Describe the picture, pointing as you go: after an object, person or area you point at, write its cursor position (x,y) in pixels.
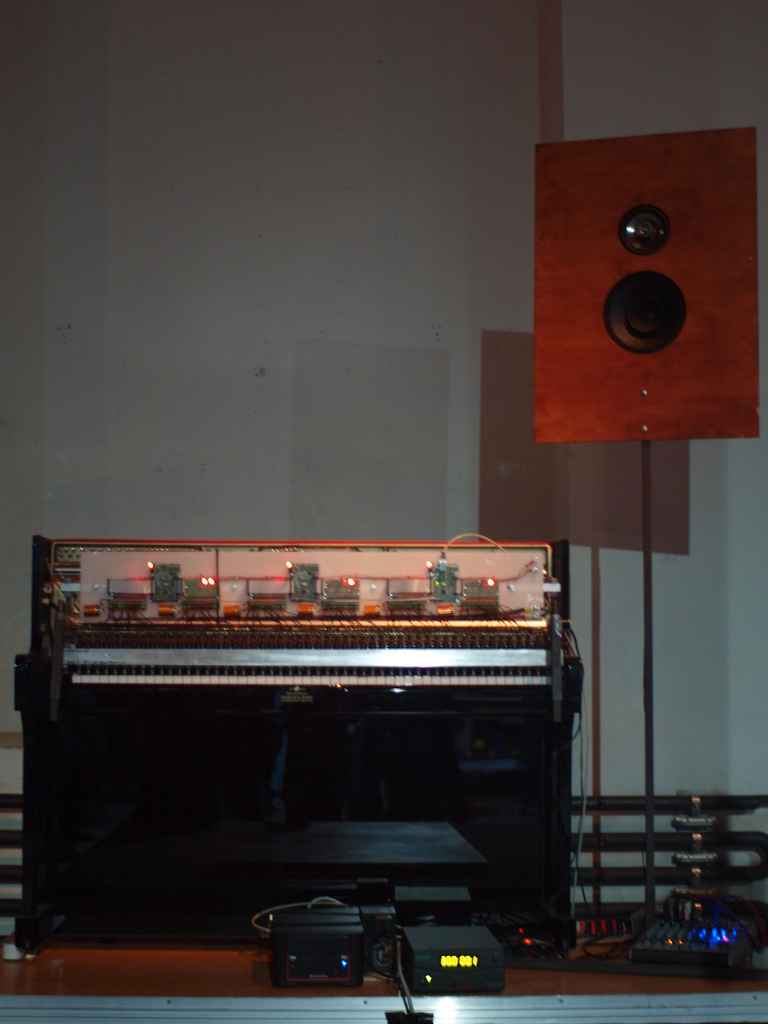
This image consists of musical instruments (357,739). There is a speaker (665,416) on the right side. There are lights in the bottom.
